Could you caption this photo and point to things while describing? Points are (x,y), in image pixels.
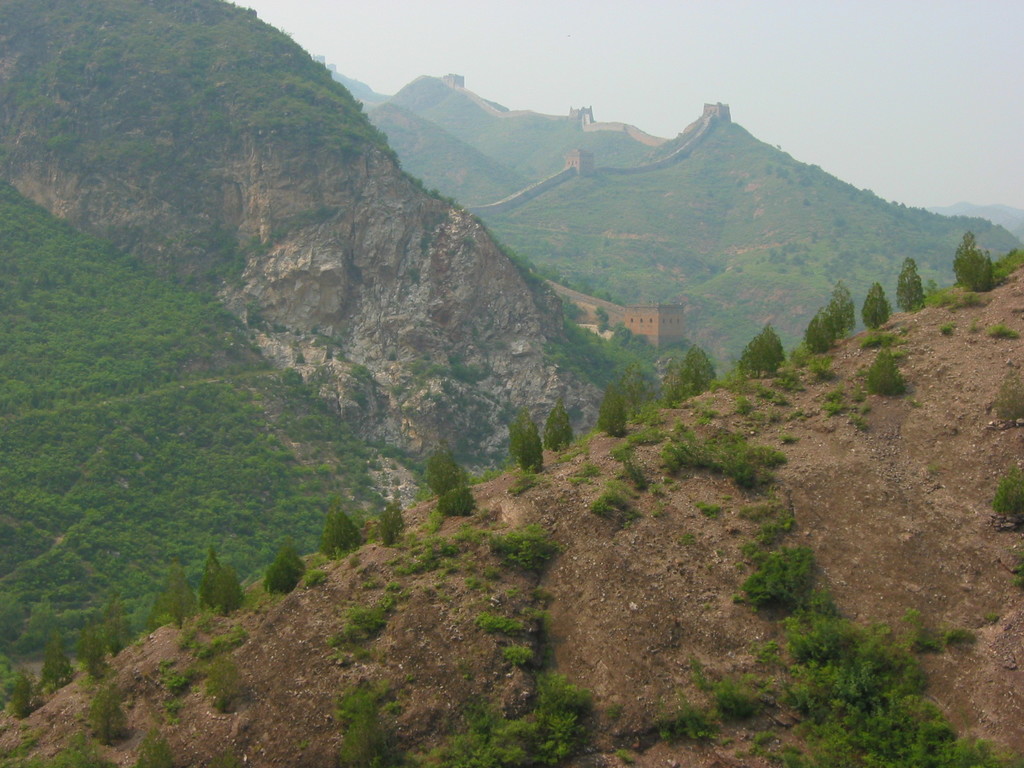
In this image I can see mountains (454,404), grass (741,258) and the Great Wall of China (575,172). On the top right side of the image (837,82) I can see the sky (800,74).
